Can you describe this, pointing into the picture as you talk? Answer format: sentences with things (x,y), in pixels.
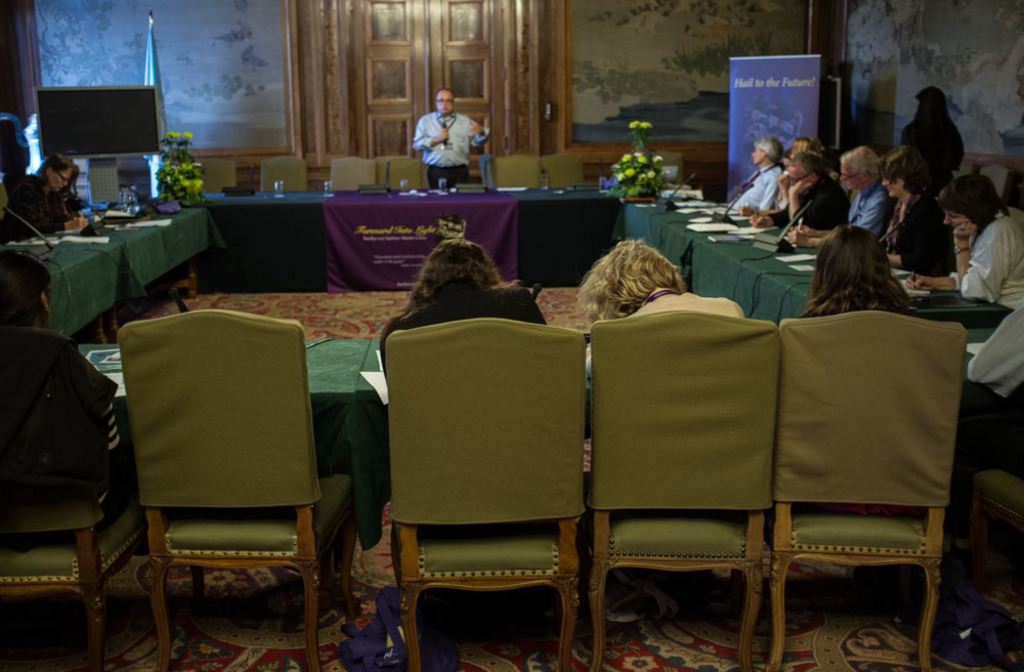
These persons (68,372) are sitting on a chair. On this table (260,205) there is a banner (508,243), papers (707,223) and mic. Far there is a banner (778,101). On this table (674,238) there is a bouquet (644,186). This person (446,161) is standing and holding a mic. This is door (442,50).
